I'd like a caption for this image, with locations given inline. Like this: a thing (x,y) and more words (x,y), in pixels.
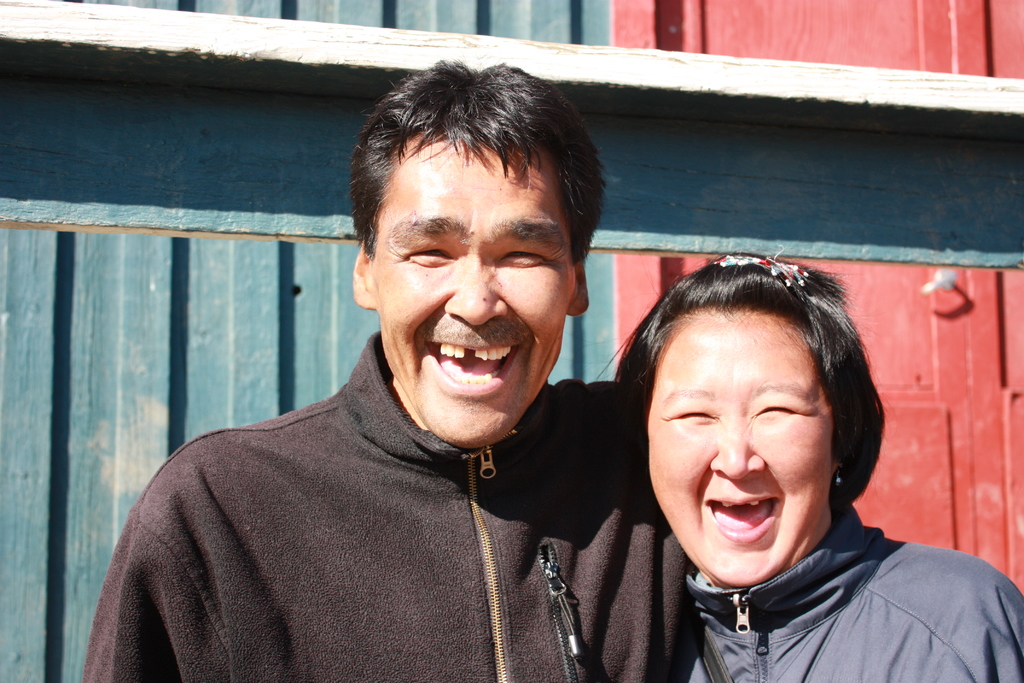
In this picture we can see two people (576,381) smiling and in the background (97,426) we can see the wall (184,251).
